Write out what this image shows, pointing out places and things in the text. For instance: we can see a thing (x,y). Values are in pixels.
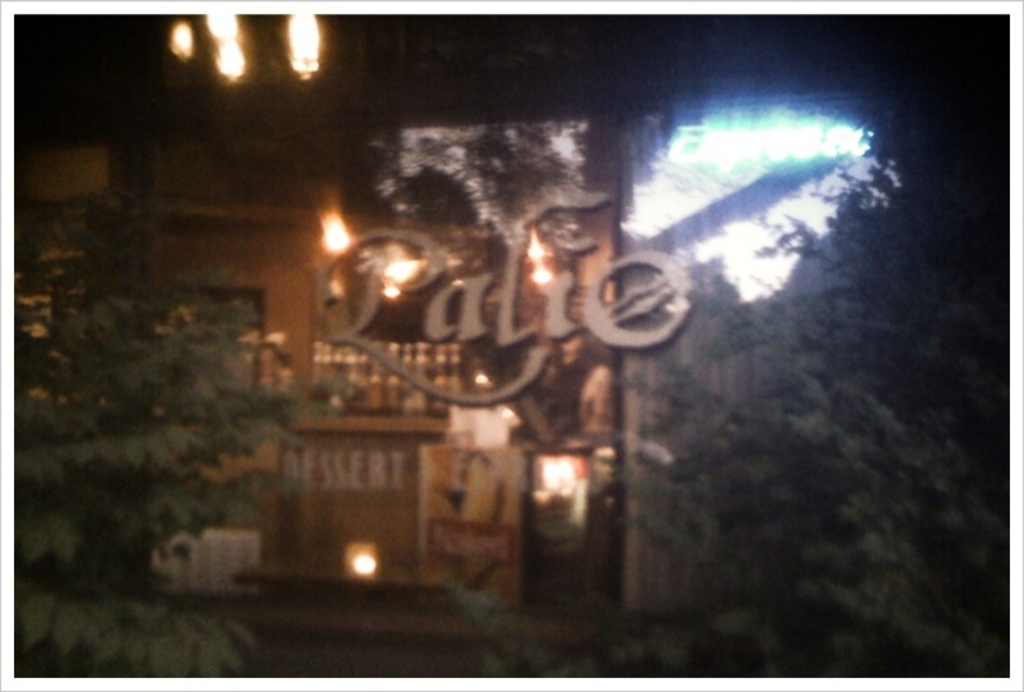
It is the store (466,384), there are lights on the left side (293,68), here it is a tree (93,391).
